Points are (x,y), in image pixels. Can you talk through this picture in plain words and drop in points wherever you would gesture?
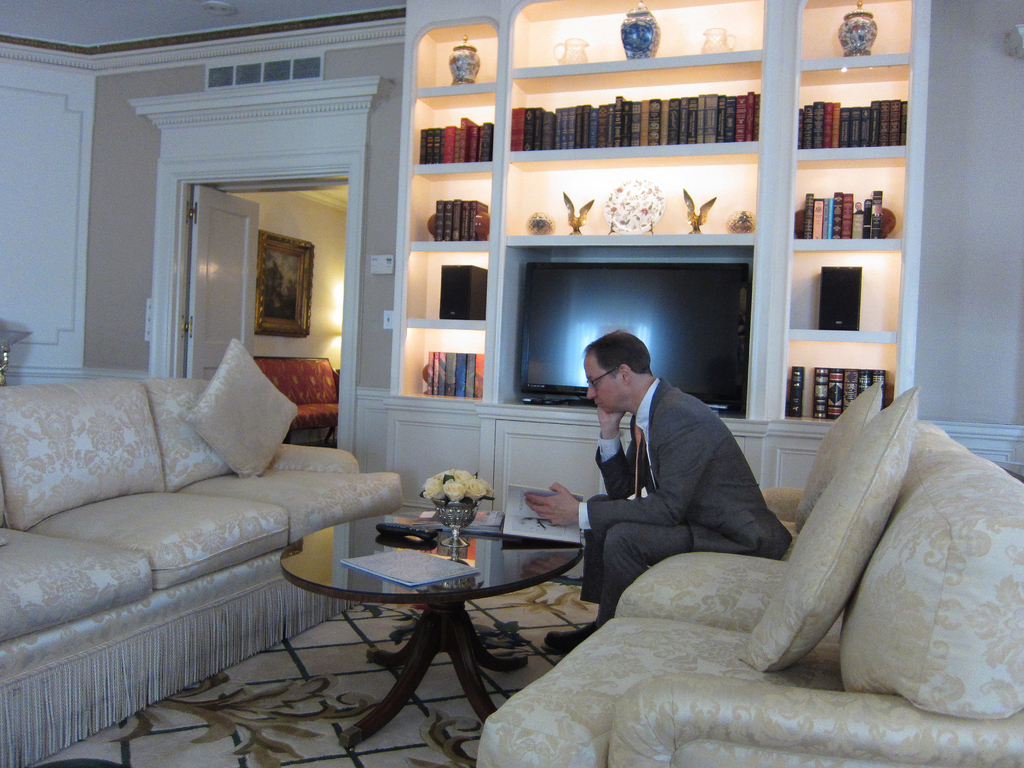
The picture is clicked inside a house (165,271) where a guy (692,471) is sitting on a sofa (726,619) with a notebook (516,507) in one of his hands (548,513). In the background (462,462) we observe a wooden shelf (475,403) containing books (625,136), television (641,278), flower pots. There is also a white door (216,263) in the background (203,265).
